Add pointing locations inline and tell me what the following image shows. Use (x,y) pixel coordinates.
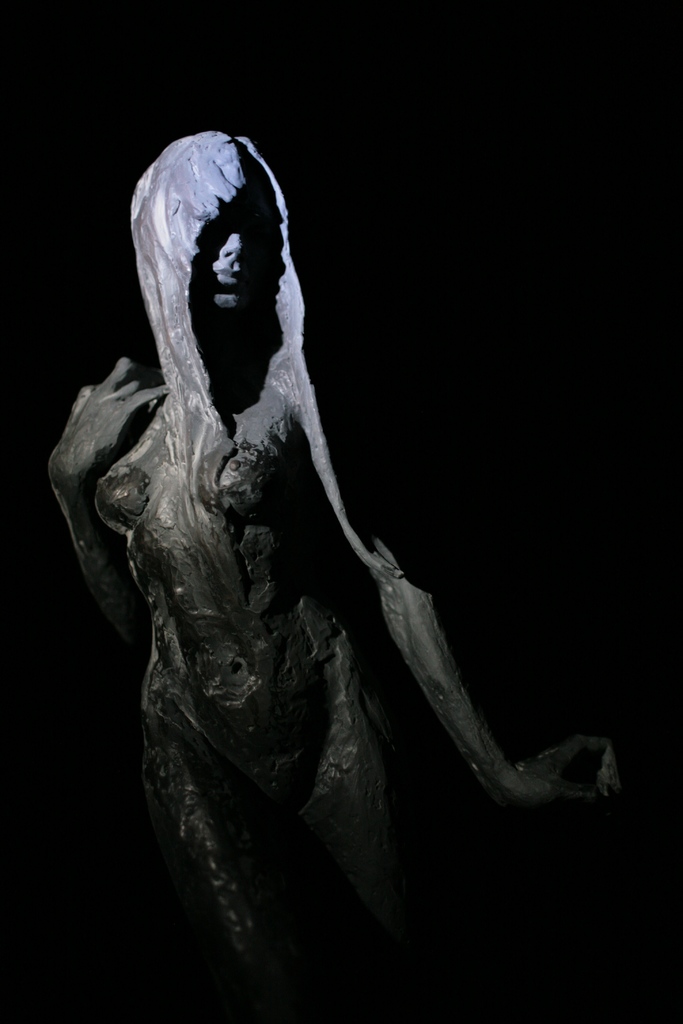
In the image we can see a sculpture (193,566) of a person (237,610) standing and the background (49,254) is dark.
